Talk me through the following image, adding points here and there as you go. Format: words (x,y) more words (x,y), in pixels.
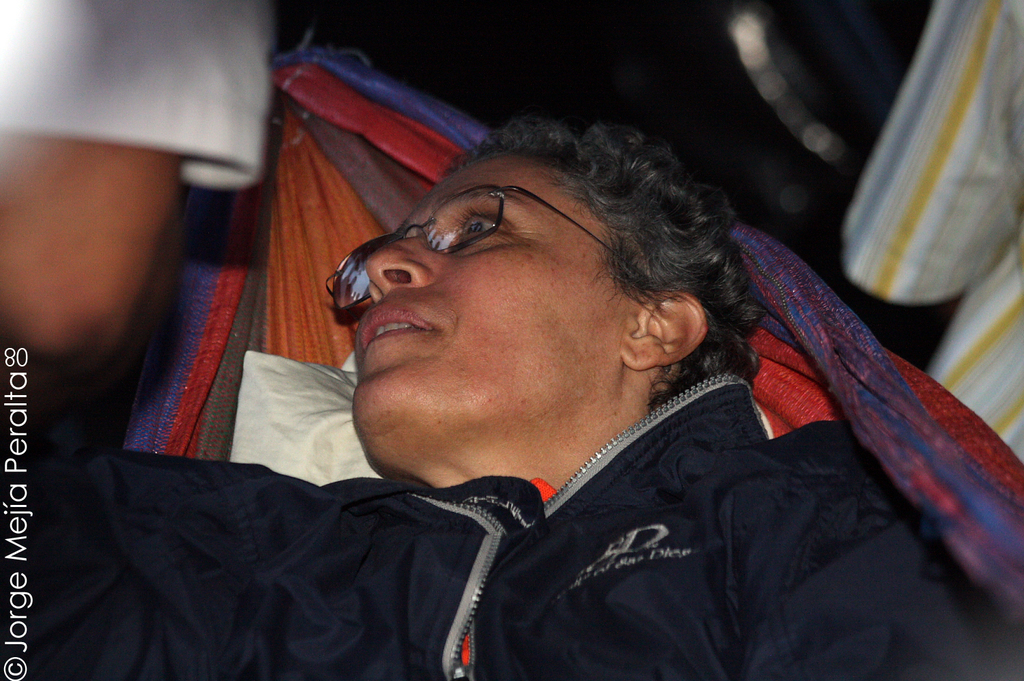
In this image I can see the person (278,635) lying on the red and purple color cloth (848,349) and the person (655,586) is wearing black color jacket (555,588) and I can see the blurred background (643,5).
